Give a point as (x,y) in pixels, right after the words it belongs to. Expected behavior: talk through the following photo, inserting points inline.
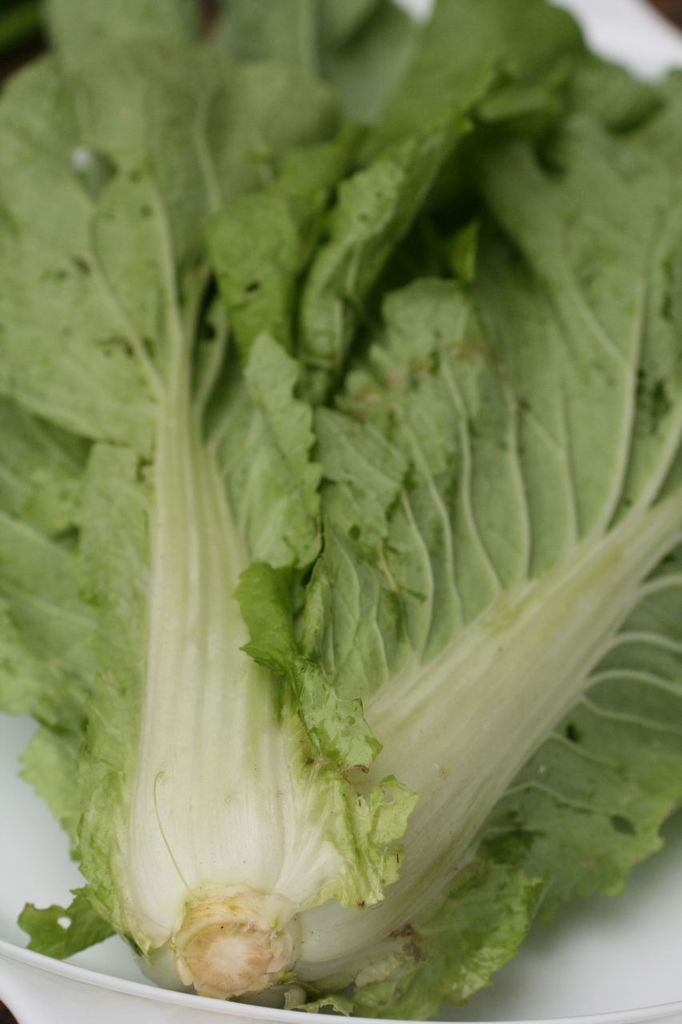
In the picture we can see a part of vegetable (441,790) in the plate (224,1022).
